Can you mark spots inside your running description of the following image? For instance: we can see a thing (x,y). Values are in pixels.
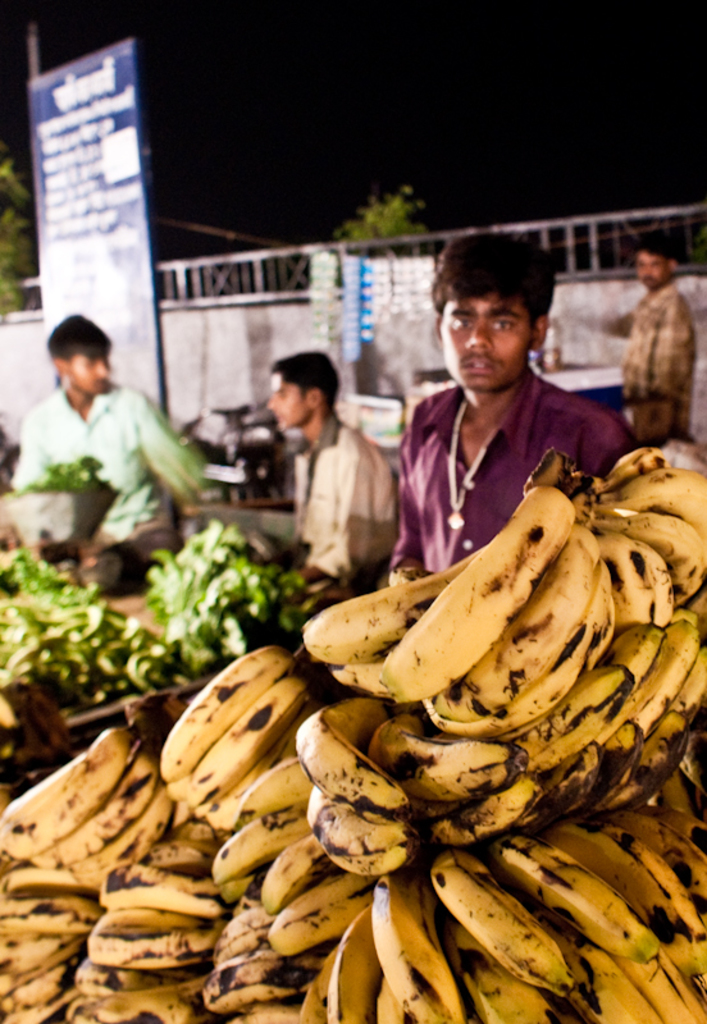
In this picture I can observe bananas (309,902). On the left side (117,636) there are some leafy vegetables (99,613). There are some people (135,398) in this picture. There is a board (70,213) on the left side (37,187) I can observe some text (89,95) on the board (124,177). In the background (224,357) there is a wall (248,320) and I can observe sky (281,119) which is dark.
